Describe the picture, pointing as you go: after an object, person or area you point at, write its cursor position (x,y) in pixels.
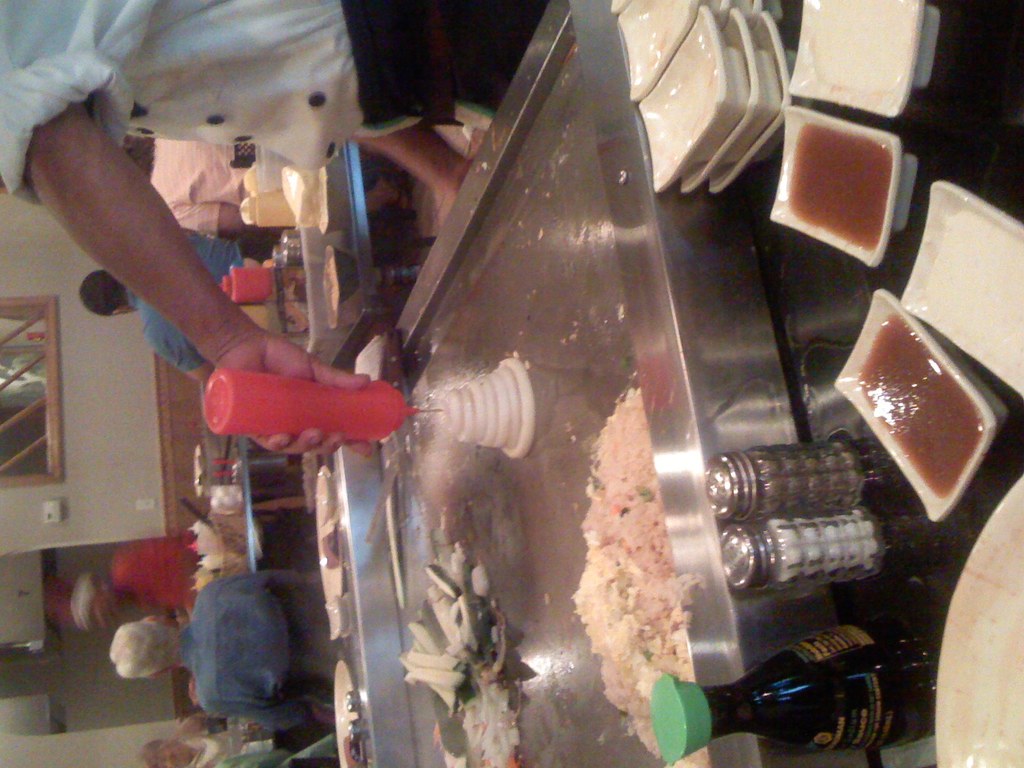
In the foreground of this image (760,480), there are two tins (830,528), bottle (867,700), platters (930,519) on a table (680,340). There is a man (215,73) standing at the top (342,101) holding a bottle (279,407) and we can also see some food items (627,608) on the steel surface (562,585). In the background (242,588), there are few people (234,633) sitting and standing near tables (231,522) on which there are few objects (221,473) and also there is a wall (72,429) and a window (22,375).
